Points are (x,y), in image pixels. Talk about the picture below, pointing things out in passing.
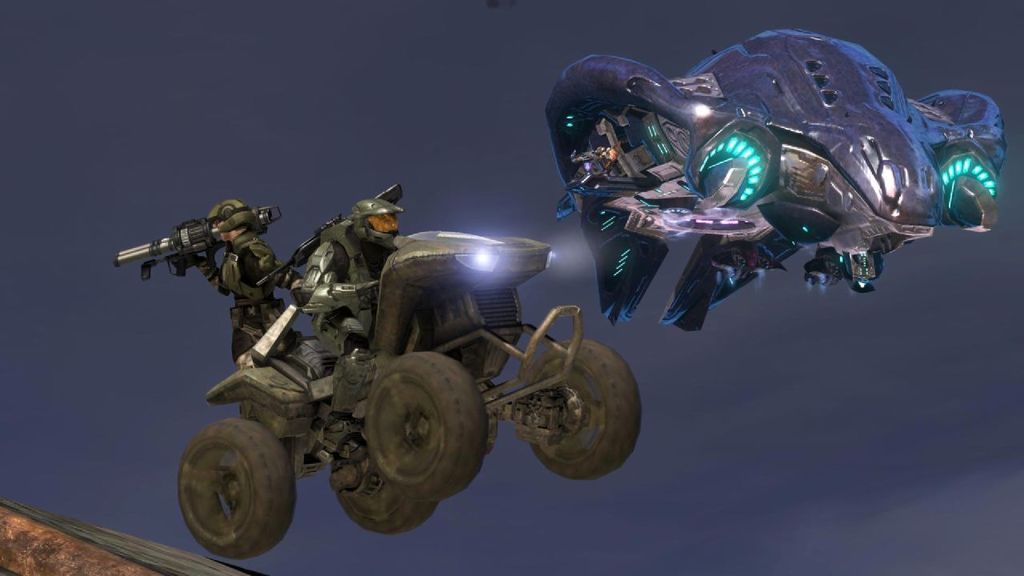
In this image we can see two animated flying vehicles (816,202). Here we can see a person (334,326) on the quad bike (454,381). Here we can see a person (215,262) holding the rocket launcher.
